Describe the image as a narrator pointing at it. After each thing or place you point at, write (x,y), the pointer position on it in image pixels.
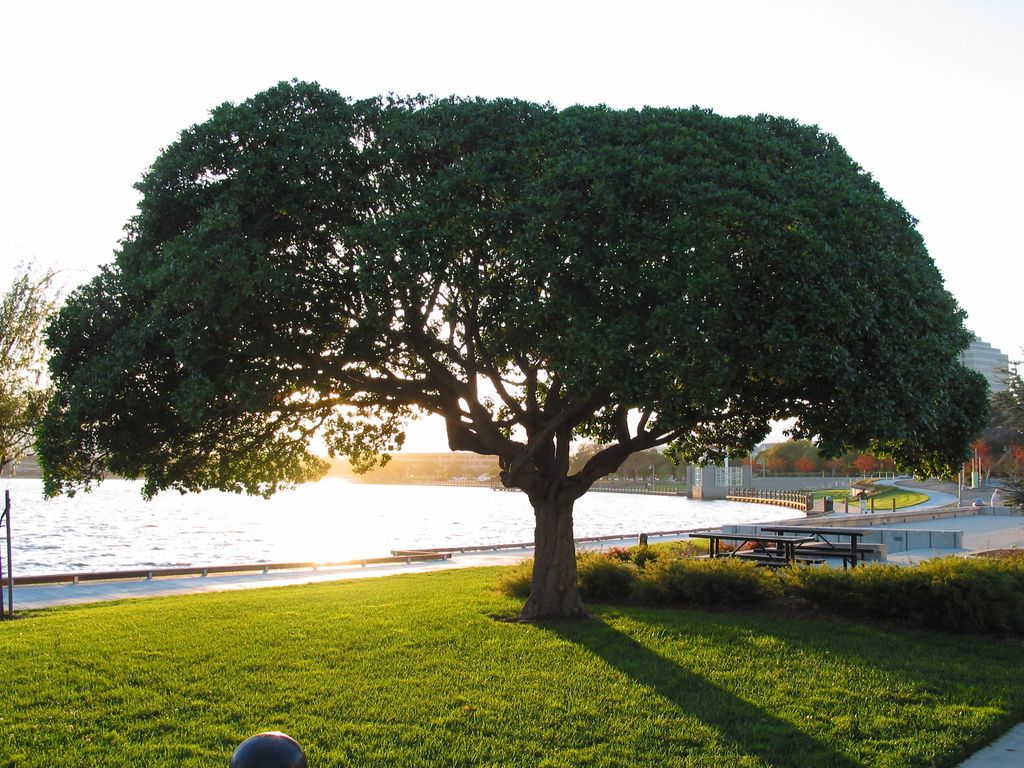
In this image, there is green grass (422,651) on the ground (255,668), there is a green color tree (184,254), we can see water (132,544) and at the top (884,57) there is a sky (38,227).
